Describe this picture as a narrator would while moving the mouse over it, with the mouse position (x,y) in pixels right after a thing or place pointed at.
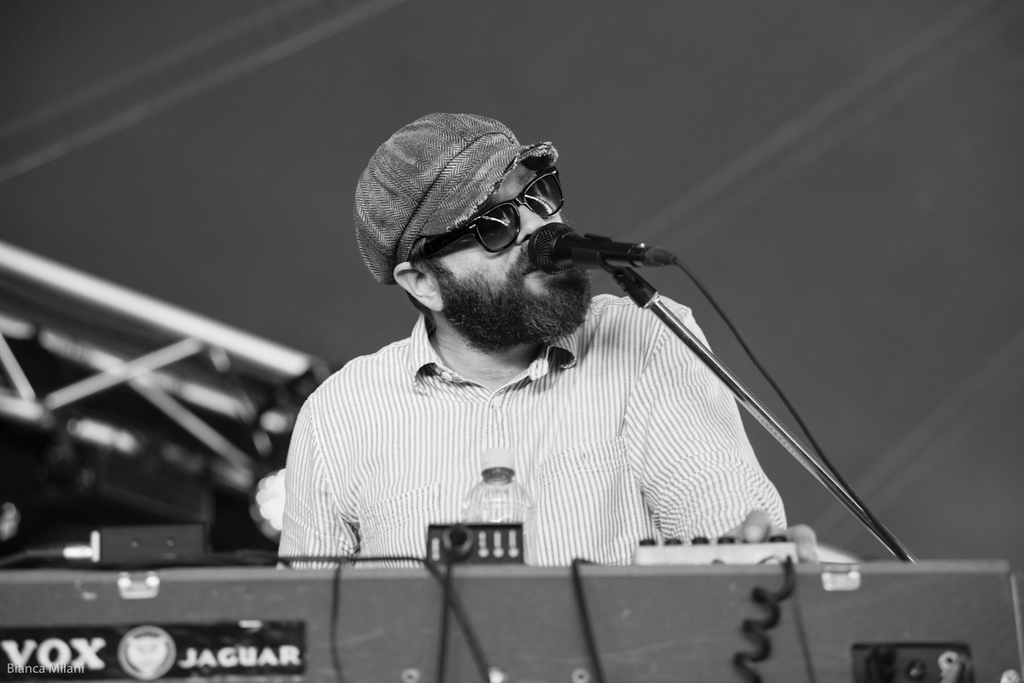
In this image I can see a man (561,537) and in the front of him I can see a mic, a bottle (497,487) and an equipment (570,669). I can also see few wires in the front of him. I can see he is wearing a shirt (498,422), a shades (501,242) and a cap (367,253). Behind him I can see few things (119,477) and on the bottom left side of the image (114,641) I can see something is written on the equipment (89,676). I can also see a watermark (76,670) on the bottom left side (47,670) and I can see this image is black and white in colour.
